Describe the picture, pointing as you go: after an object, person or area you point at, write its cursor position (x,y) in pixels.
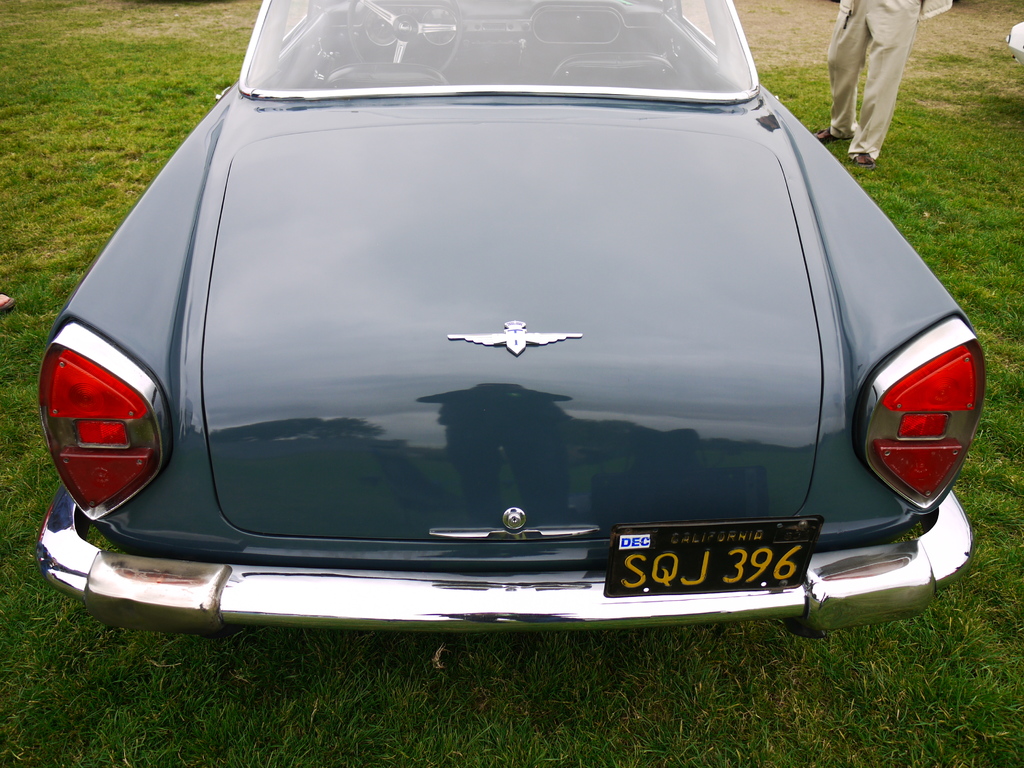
In this image there is a gray color car (470,340) towards the top of the image (559,180), there is a vehicle registration plate (709,569), there is text (671,576) on the vehicle registration plate (650,560), there are numbers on the vehicle registration plate (748,554), there is grass (724,677) towards the bottom of the image (709,699), there is a man (888,63) standing towards the top of the image (880,46), there is an object (1017,46) towards the right of the image (1022,27), there is a person's foot (6,300) towards the left of the image (12,300).
